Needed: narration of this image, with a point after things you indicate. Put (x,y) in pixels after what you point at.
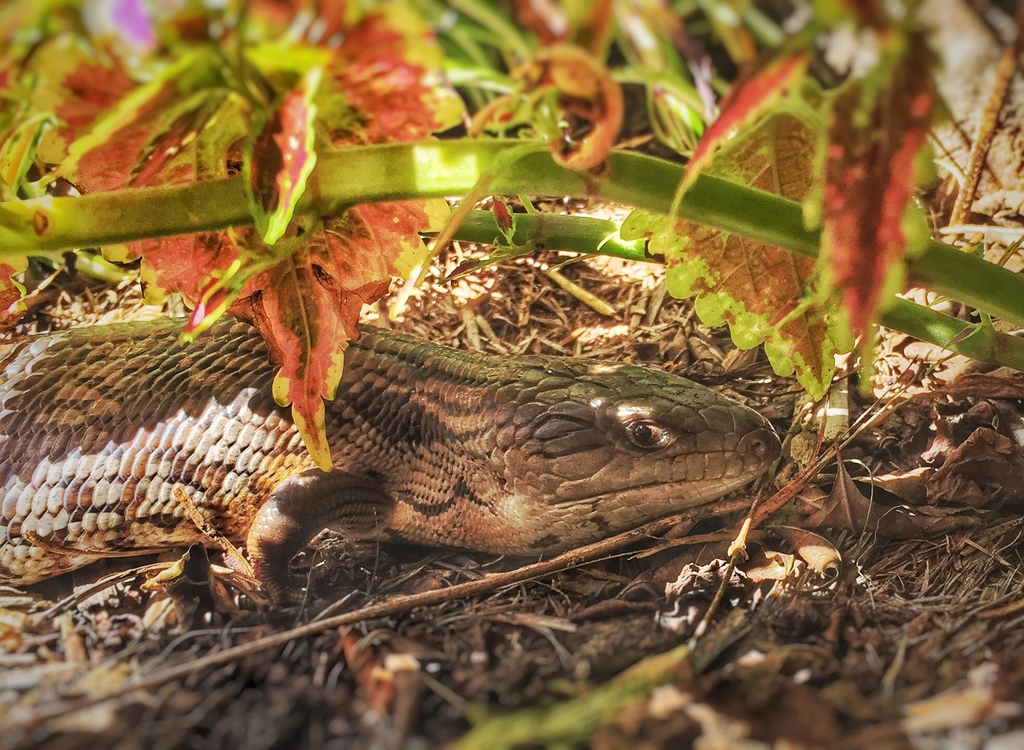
In this picture we can see a reptile (422,510) in the middle (554,462), there are some leaves (120,122) in the front (508,136).
